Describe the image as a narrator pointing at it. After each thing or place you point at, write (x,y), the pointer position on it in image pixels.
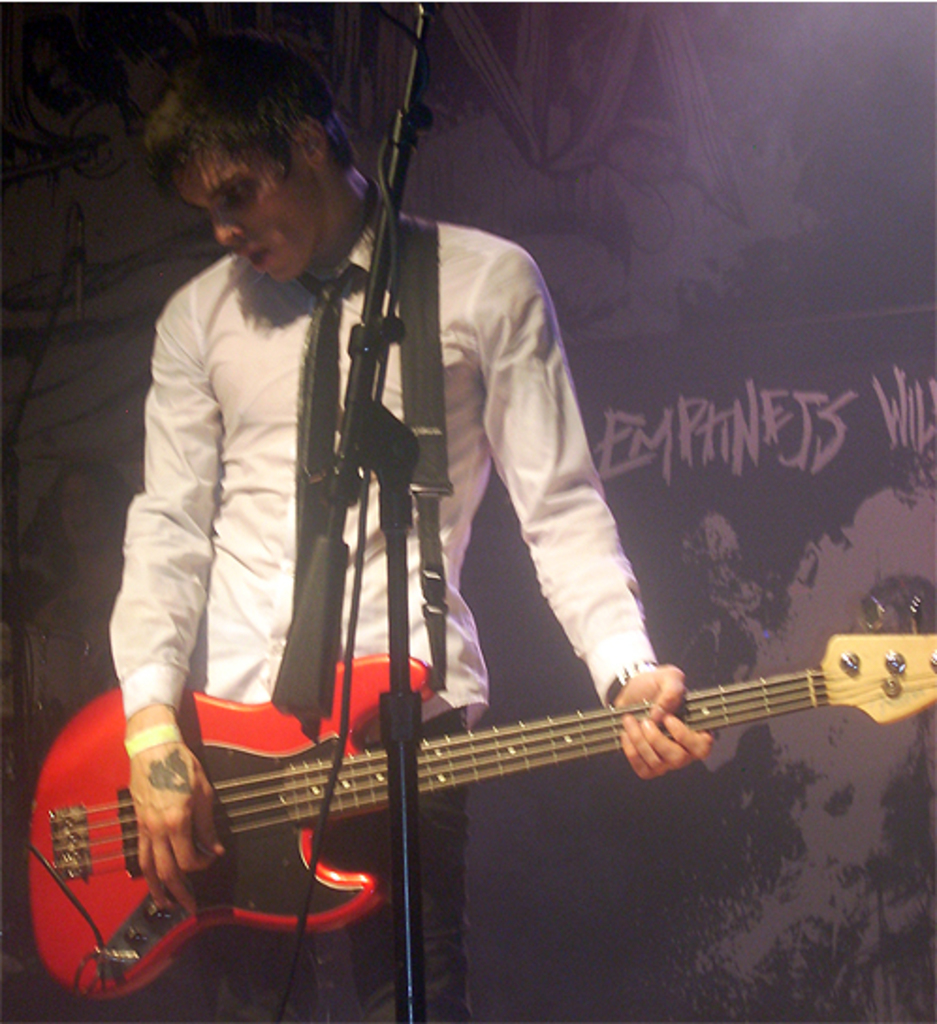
In this image I can see a person (296,500) standing and playing guitar (781,688). He is wearing a white shirt (275,466) and black tie (305,633).
